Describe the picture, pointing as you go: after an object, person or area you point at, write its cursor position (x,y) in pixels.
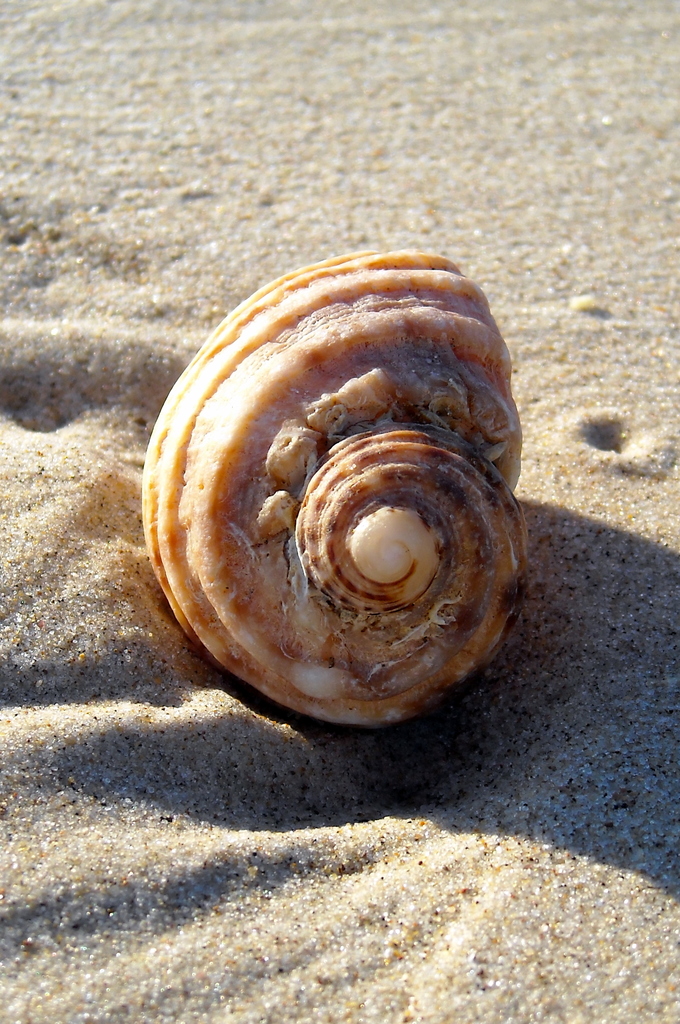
In this image there is a shell (346,491) on the sand (104,685).
